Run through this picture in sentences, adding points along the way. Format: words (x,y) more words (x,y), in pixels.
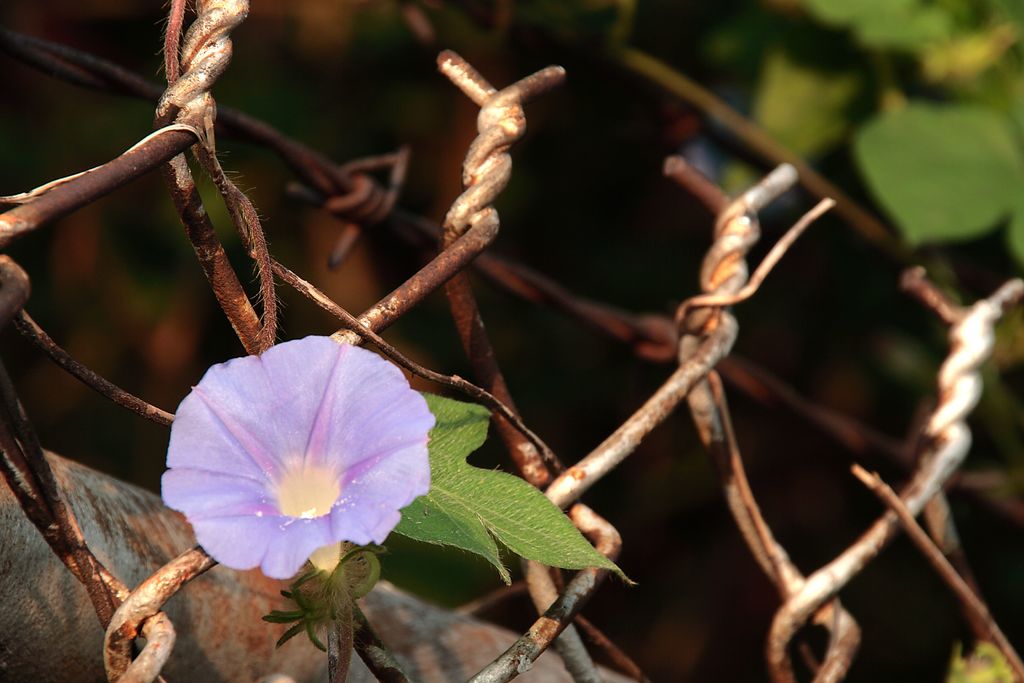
In this image we can see a flower (347,416), plants (806,74), and fencing (732,254), the background (838,131) is blurred.
